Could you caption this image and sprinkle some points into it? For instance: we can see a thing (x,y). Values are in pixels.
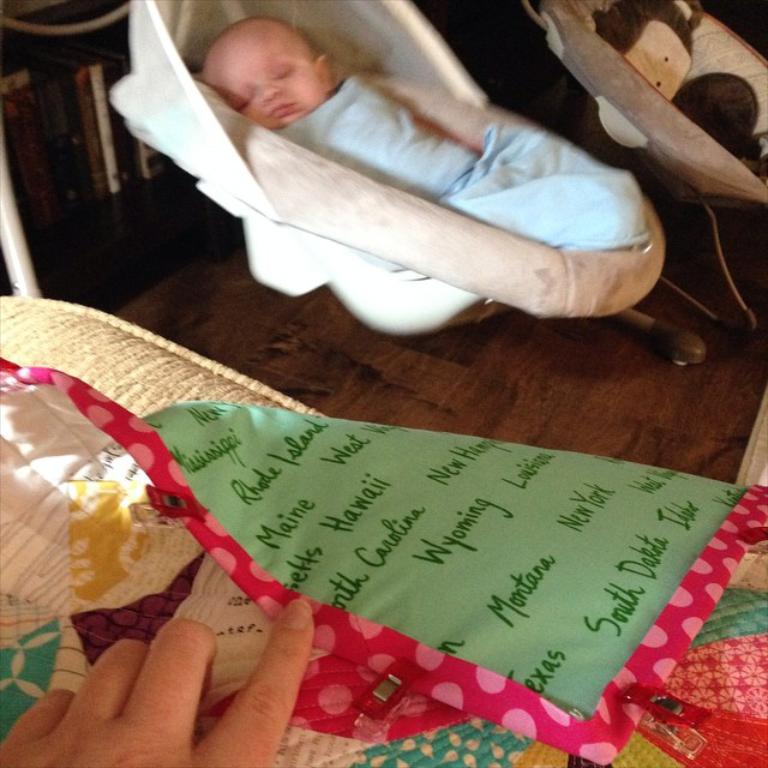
In this image we can see a baby (336,106) sleeping on a baby swing chair (239,151) and there is another swing chair (646,99) beside it on the floor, and an object (174,382) looks like a bed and there is a person's hand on the cloth (195,428) with clips (173,509) on the bed (156,386).
